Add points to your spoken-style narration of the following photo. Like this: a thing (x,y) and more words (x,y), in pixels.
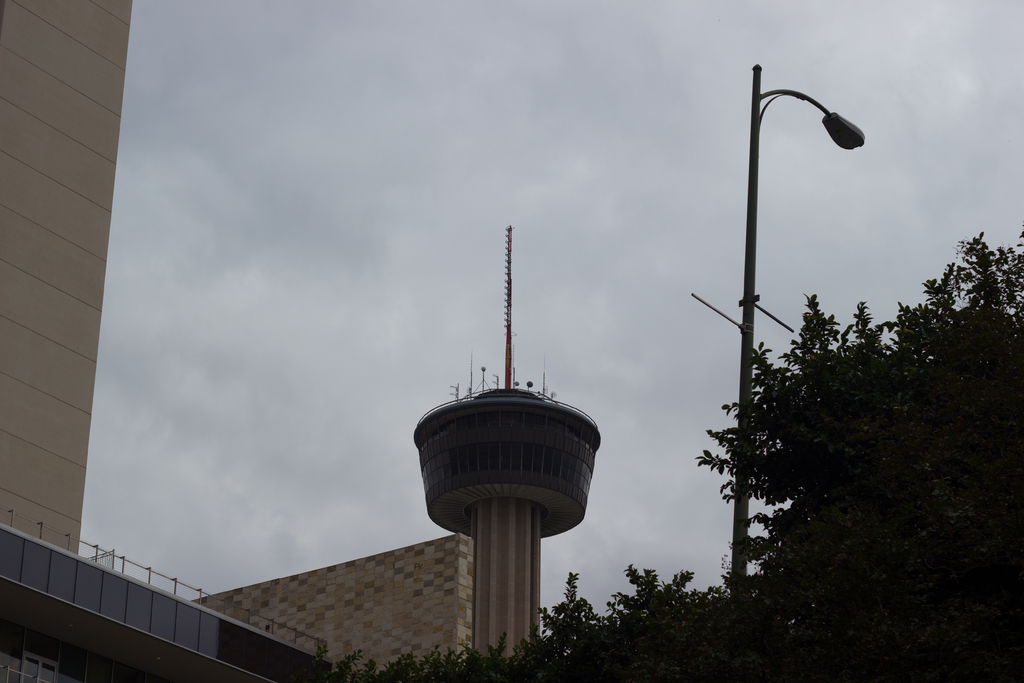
In this image I can see a building (365,583), few trees (799,511), a metal pole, a street light (840,120), a tower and the sky (381,256).
